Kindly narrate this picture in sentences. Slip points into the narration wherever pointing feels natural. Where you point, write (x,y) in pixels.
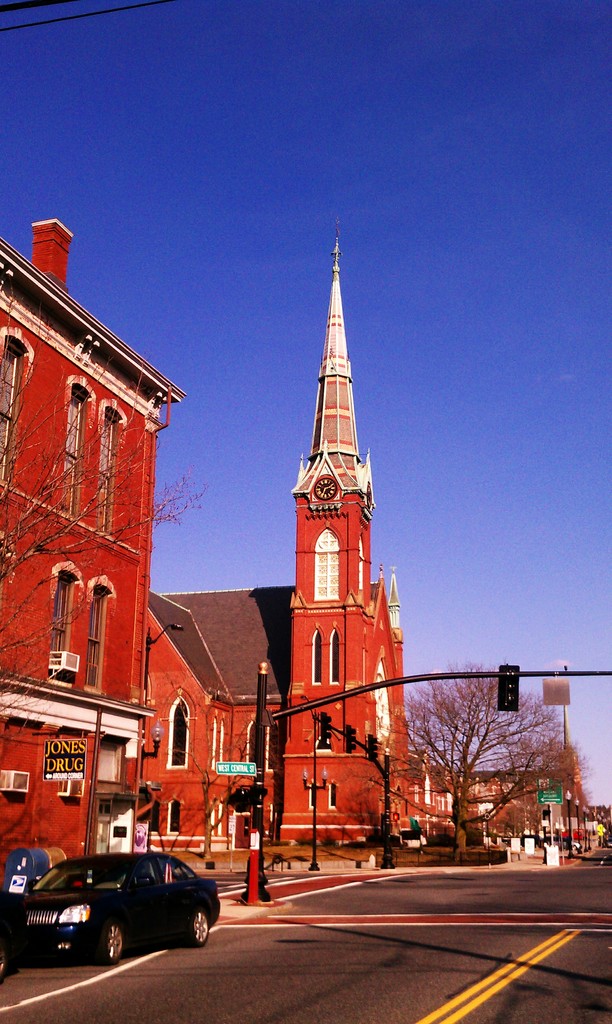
There is a black color car (181,909) present on the road (410,921) at the bottom of this image (142,889). We can see a current pole (255,789), trees (455,812) and buildings (121,708) in the middle of this image (305,461), and there is a blue sky (218,296) in the background (400,319).
